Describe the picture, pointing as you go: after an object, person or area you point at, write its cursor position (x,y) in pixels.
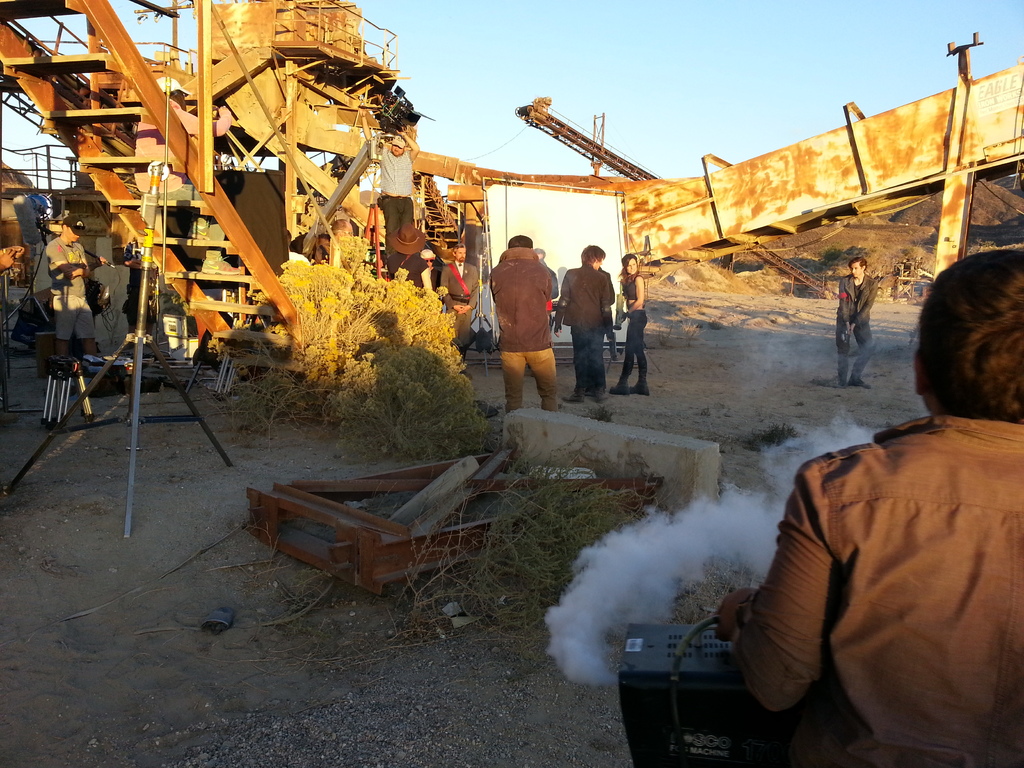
On the right side of the image (932,567) we can see one person (948,553) standing and holding one object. In the center of the image (359,316) we can see plants (436,298), wooden objects (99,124), poles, fences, tools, one ladder (137,211), one stand (141,298), wooden building (137,221), few people (187,198) are standing and few other objects (343,176). In the background (678,143) we can see the sky (672,159).
